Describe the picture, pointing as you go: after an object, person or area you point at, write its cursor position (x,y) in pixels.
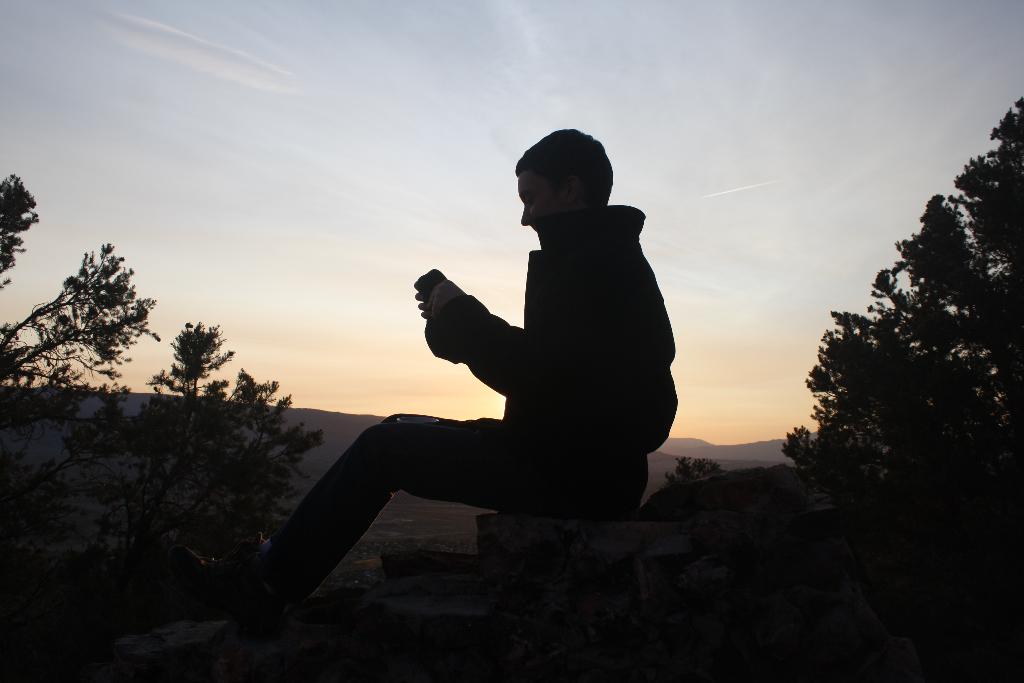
A person (507,430) is sitting and there are trees (163,462) on his either sides.
